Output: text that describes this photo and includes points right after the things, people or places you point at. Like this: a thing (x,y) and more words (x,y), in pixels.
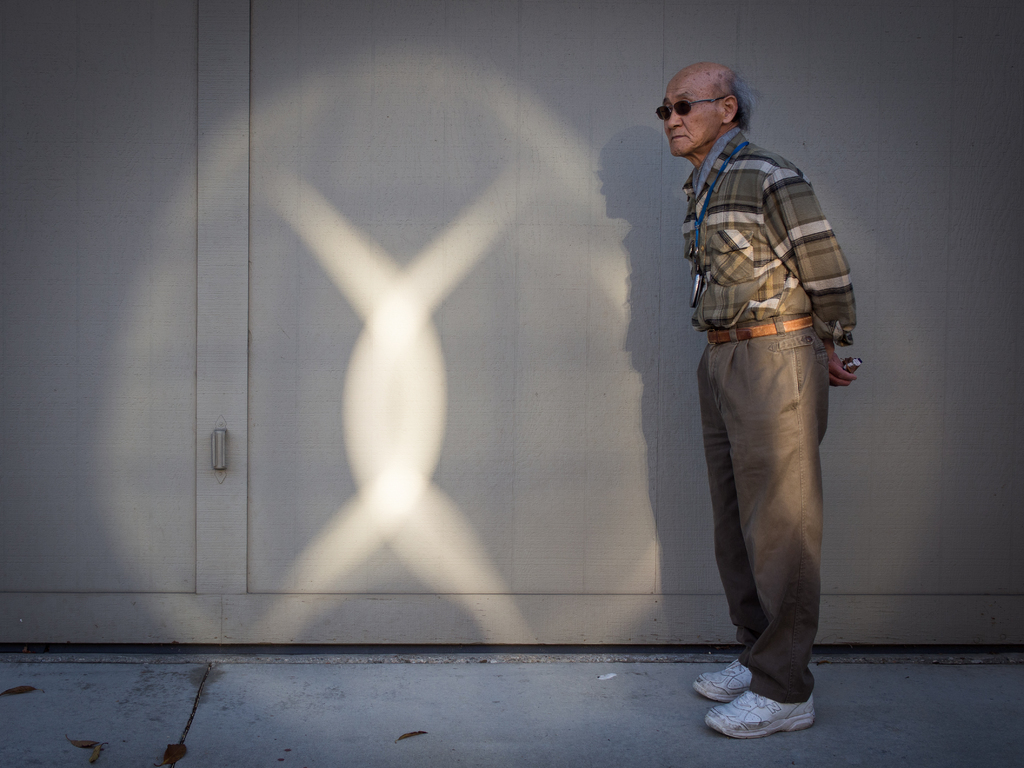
In this picture there is a man (745,374) standing on the surface (293,712) and wore tag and we can see wall (354,342) and handle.
